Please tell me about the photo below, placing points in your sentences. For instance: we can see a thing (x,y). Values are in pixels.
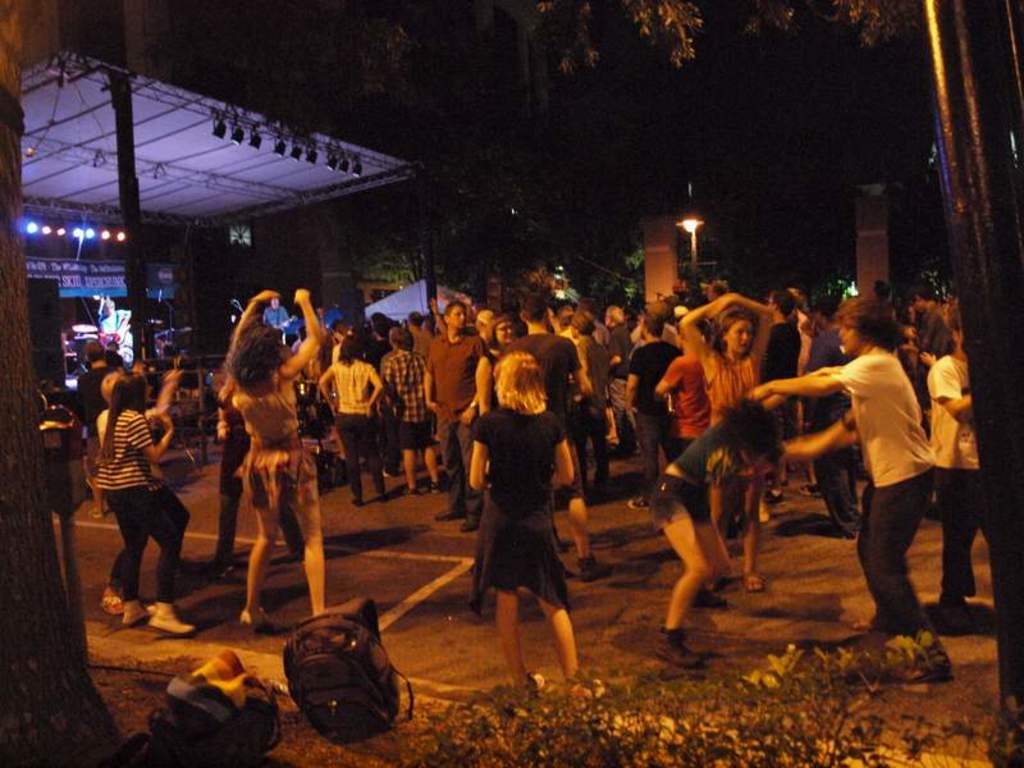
In the picture we can see a path (125,642) on it we can see a number of people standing and some people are dancing and besides them we can see a shed (36,112) with a pole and lights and under it we can see a music boxes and in the background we can see trees (766,245), pole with a light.
